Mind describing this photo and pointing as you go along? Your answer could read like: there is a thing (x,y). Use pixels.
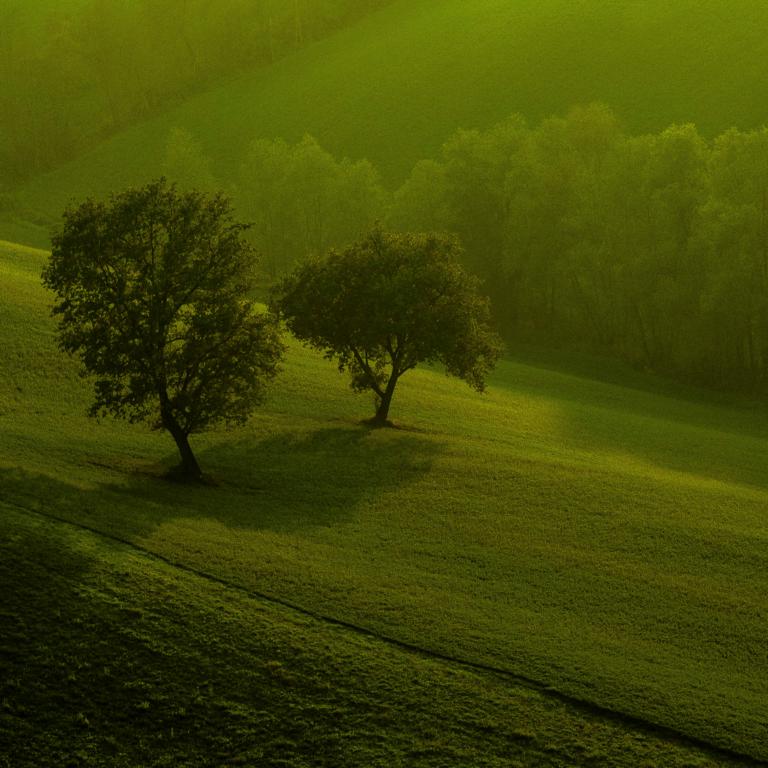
In this image we can see grass (288,673) and trees (201,162).
